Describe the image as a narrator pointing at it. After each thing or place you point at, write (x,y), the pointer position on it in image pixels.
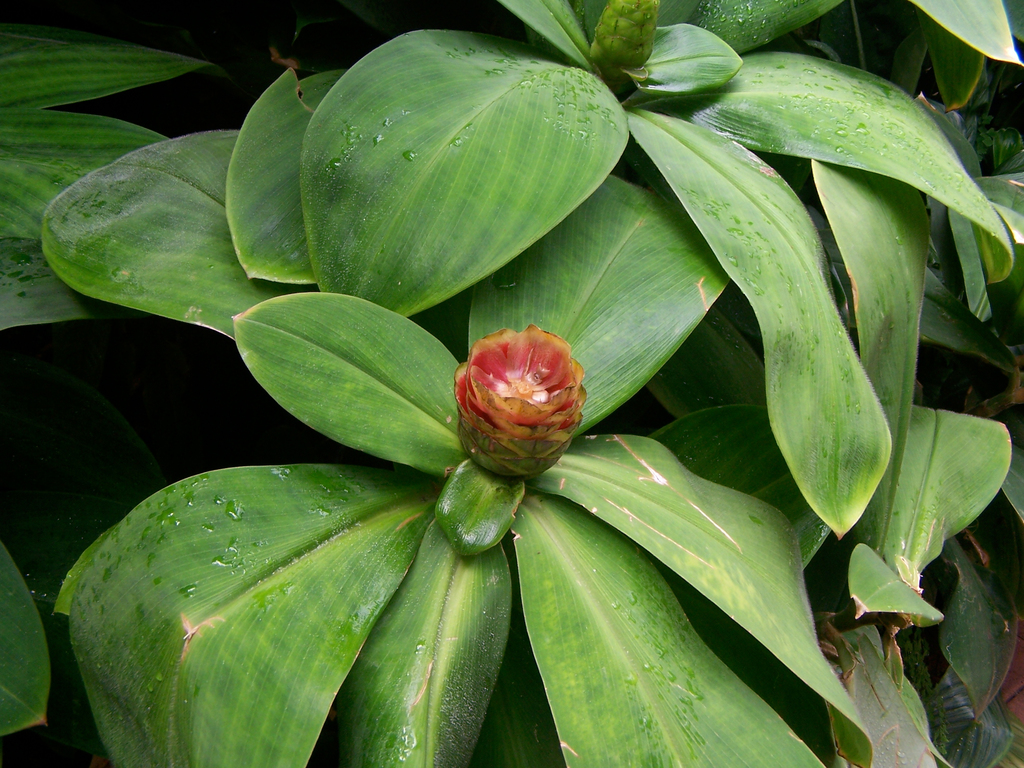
In this image as we can see it is a zoom in picture of a plant (500,279). There are some leaves (369,416) in middle of this image (350,363) and there are two small flowers (529,394) on it.
